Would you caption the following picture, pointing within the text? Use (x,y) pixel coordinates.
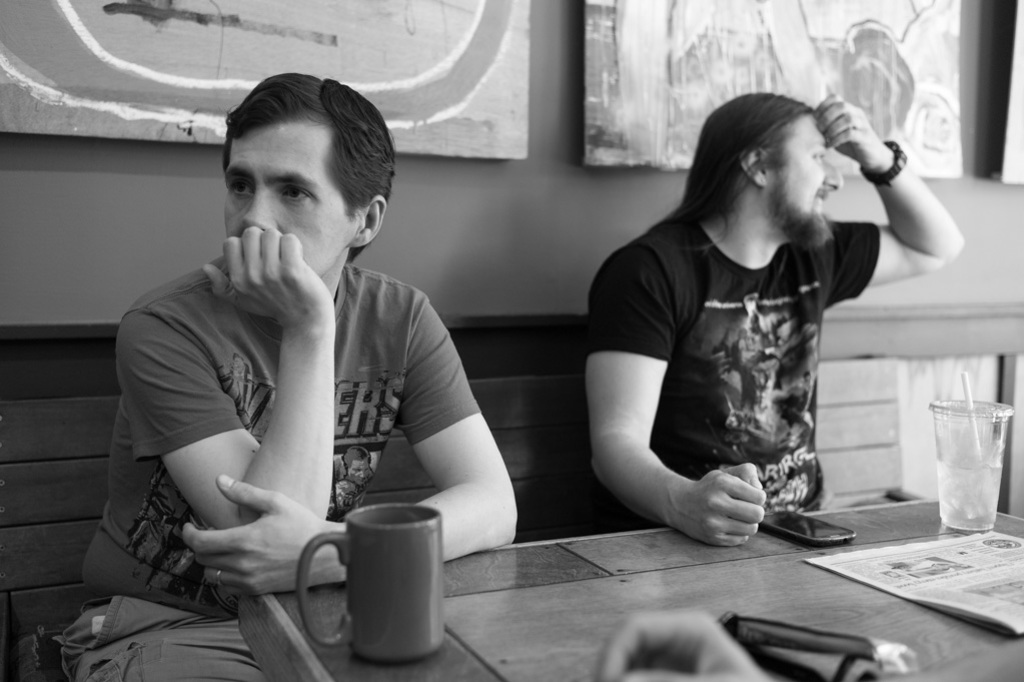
In this image I can see there are two men (295,344) sitting on a bench (493,419) in front of the table (691,589). On the table (555,633) we have a few objects (397,558) like glass (956,478) and cups (436,560) on it, behind this men (705,331) we have a wall (517,191) with some wall photos (638,48) on it.
